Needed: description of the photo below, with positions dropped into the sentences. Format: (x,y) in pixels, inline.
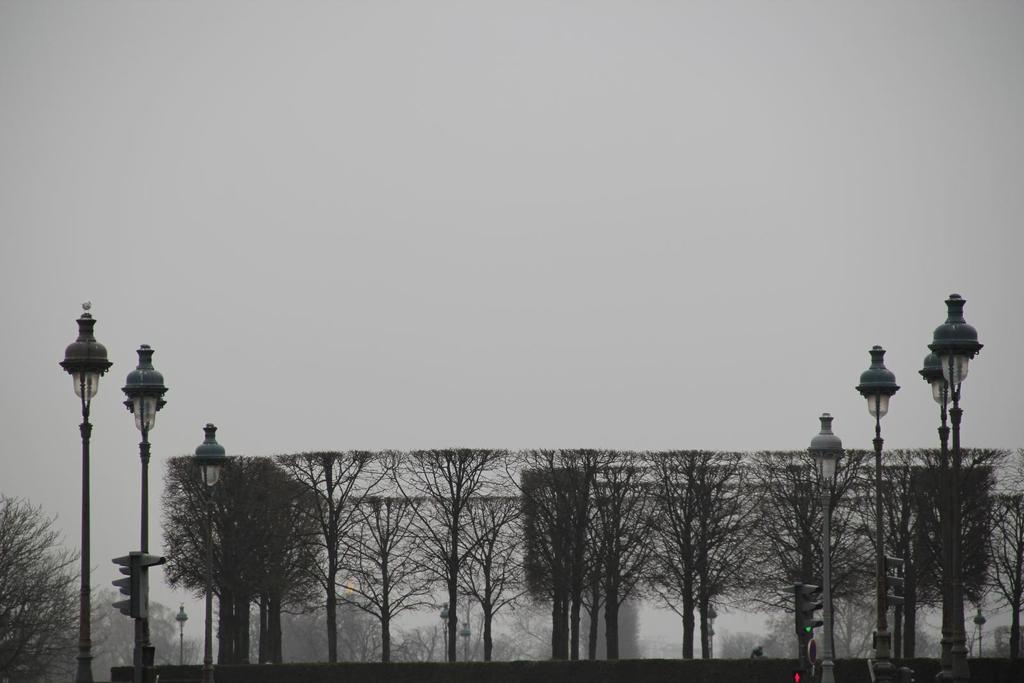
In this image we can see there are trees (326,527), in front of them there are few lamps (881,576). In the background (914,428) there is a sky (548,347).
